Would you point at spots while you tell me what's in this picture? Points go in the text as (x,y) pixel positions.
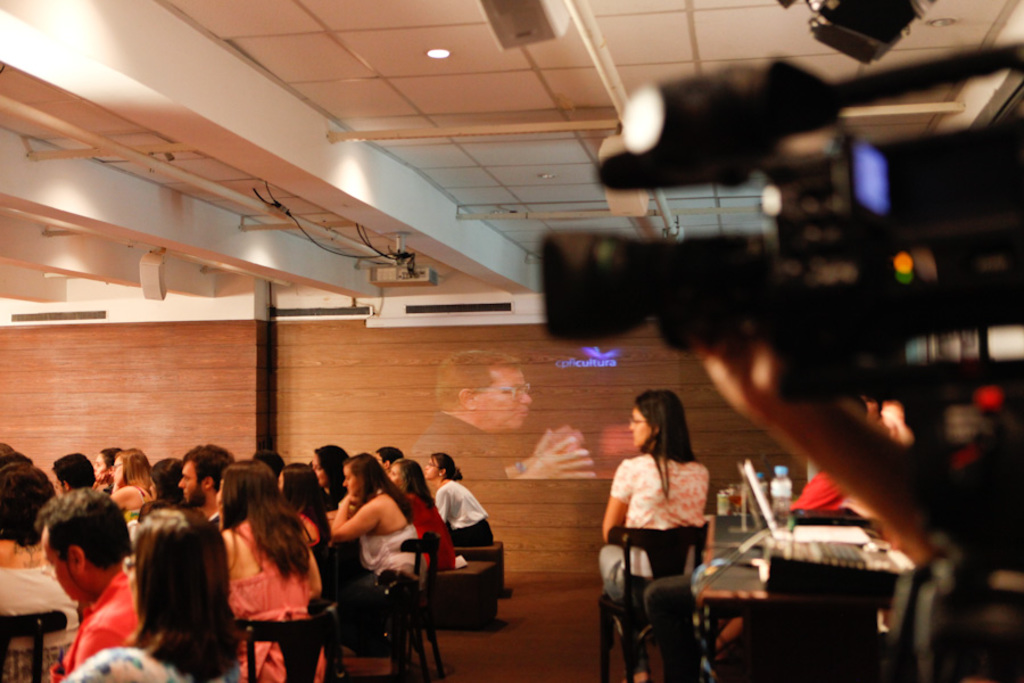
In this picture I can see a camera (639,176) in front (845,176) which is blurred and in the middle of this picture (679,404) I see number of people (249,475) who are sitting on chairs (680,546) and on the right side (718,524) I see a table (747,572) on which there are few things (772,497) and I see a laptop (756,487) and a bottle (787,505). In the background (334,414) I see the wall (538,410) and I see a picture of a man (461,388). On the top of this picture (470,116) I see the ceiling (317,75) on which there is a light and a thing (380,269).
